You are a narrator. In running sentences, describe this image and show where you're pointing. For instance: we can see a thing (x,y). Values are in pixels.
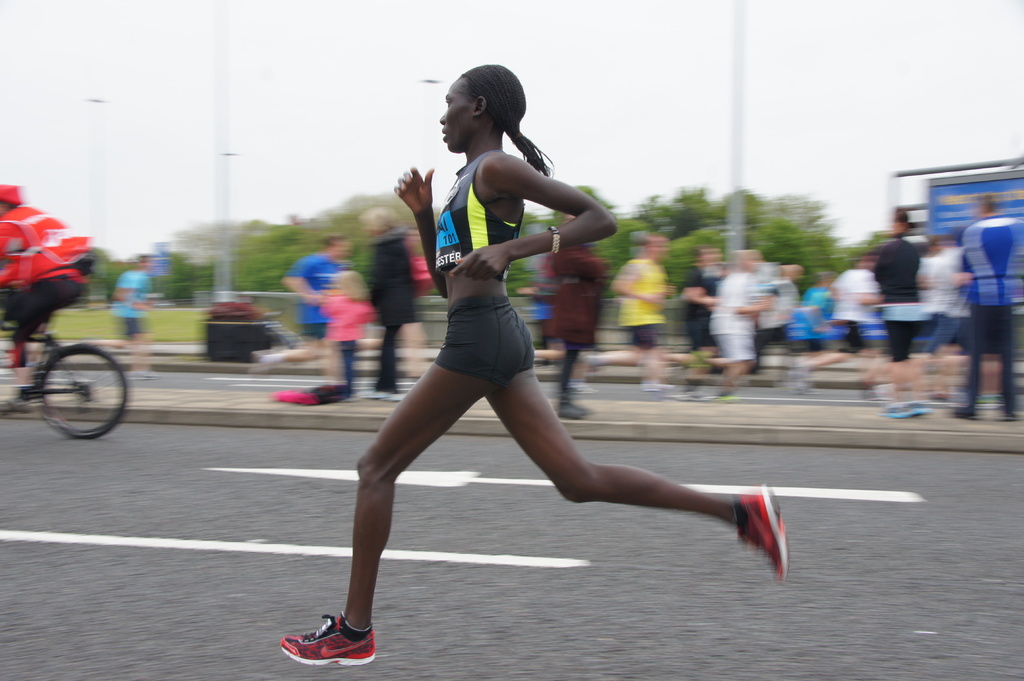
As we can see in the image there are few people (468,264) here and there, trees (336,219), sky (685,15) and banner (955,188). On the left side (37,271) there is a man (40,302) wearing red color jacket (2,246) and riding bicycle (49,386).
